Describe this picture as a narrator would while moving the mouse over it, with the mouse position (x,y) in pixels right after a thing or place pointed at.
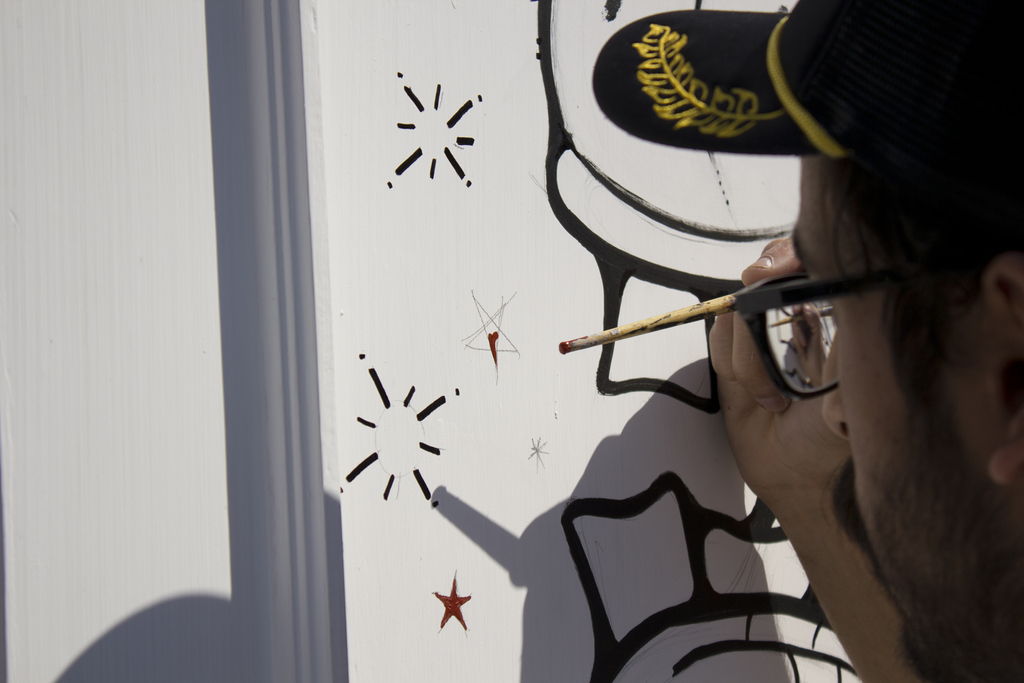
In this image I can see a man (839,388) is holding a paint brush (643,328) in the hand (730,329). The man (848,545) is wearing a hat (877,61) and spectacles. Here I can see a painting (609,612) on a white color surface (708,503).
